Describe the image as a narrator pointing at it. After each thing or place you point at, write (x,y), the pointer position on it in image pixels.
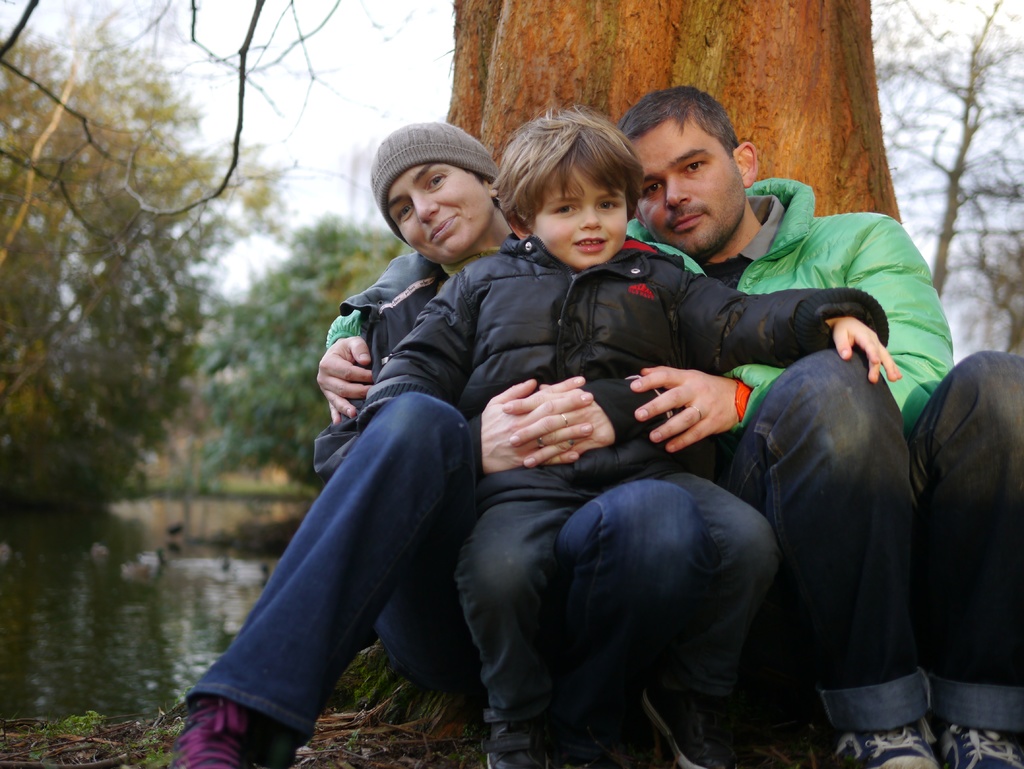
There is a person (432,206) wearing a cap (482,167) and holding a child (598,344) who is in black color jacket (611,305), sitting. Beside this person (656,583), there is another person (725,241) in green color jacket (945,327) sitting. Beside them, there is a tree (613,45). In the background (80,626), there is water (110,622), there are trees (127,210) and there is sky (960,139).
